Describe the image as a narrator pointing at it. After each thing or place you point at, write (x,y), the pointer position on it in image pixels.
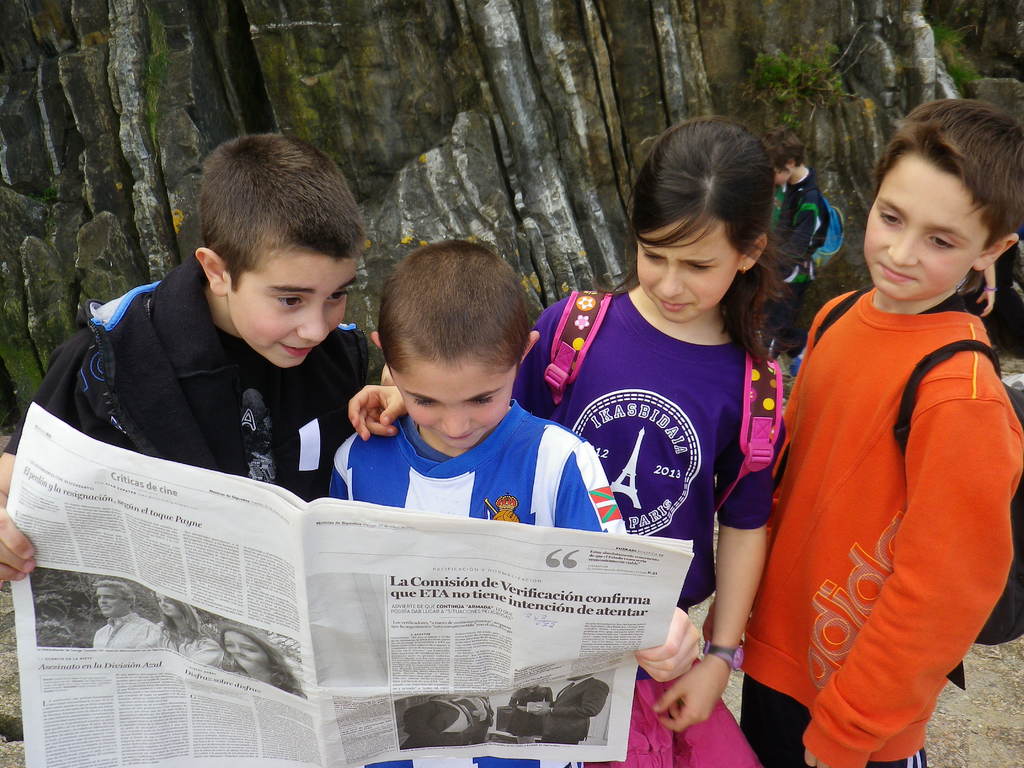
This picture is clicked outside. In the foreground (999,370) we can see the group of kids (528,344) standing on the ground (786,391). In the background (790,282) there is a rock (813,41) and some persons (818,194) seems to be standing on the ground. In the foreground (342,564) we can see the newspaper (58,693) on which we can see the pictures (579,711) of some persons (258,656) and the text (264,594) printed on it.
